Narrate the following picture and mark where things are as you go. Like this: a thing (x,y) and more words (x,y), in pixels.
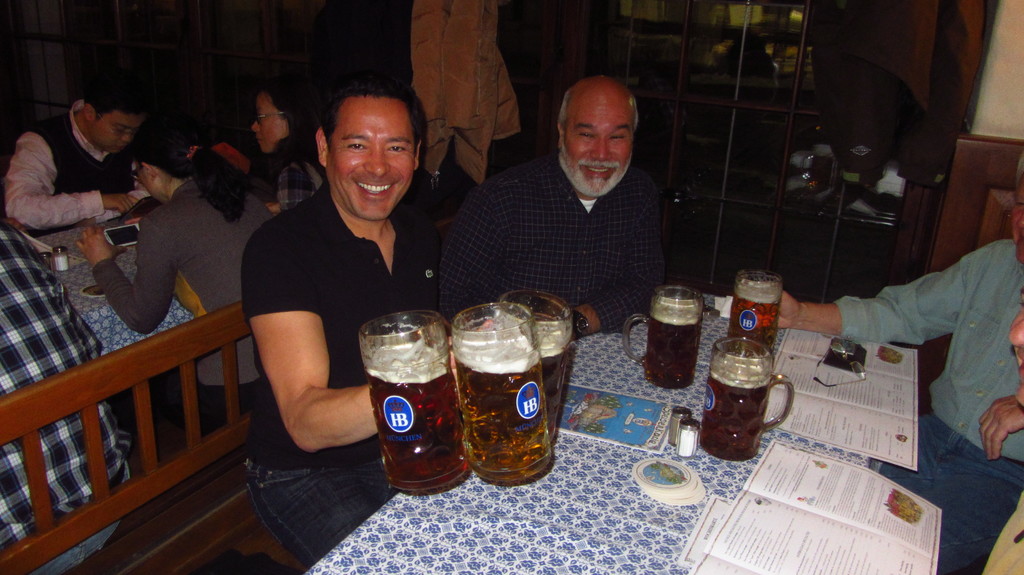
In this image there are group of people (258,253) who are sitting on a chair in front of them there are tables (565,467), and on that tables (458,524) there are some glasses (466,409) and papers (818,396) are there on the table (739,469) and on the top (715,122) there is a glass window (703,65).
